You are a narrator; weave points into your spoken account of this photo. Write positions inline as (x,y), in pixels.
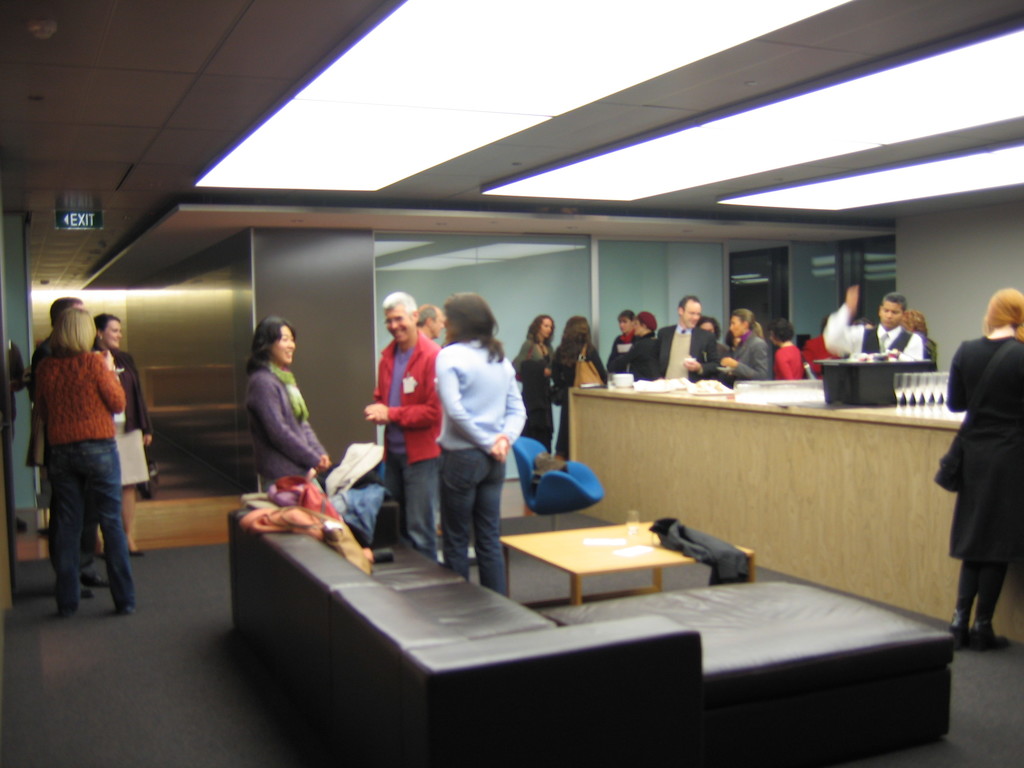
In this picture there are some people (406,404) standing in the room (460,390). Some of them are near the table (709,426). There are men (849,338) and women (488,382) in this picture. We can observe a sofa set (434,632). In the background (572,248) there is a glass (414,276).
